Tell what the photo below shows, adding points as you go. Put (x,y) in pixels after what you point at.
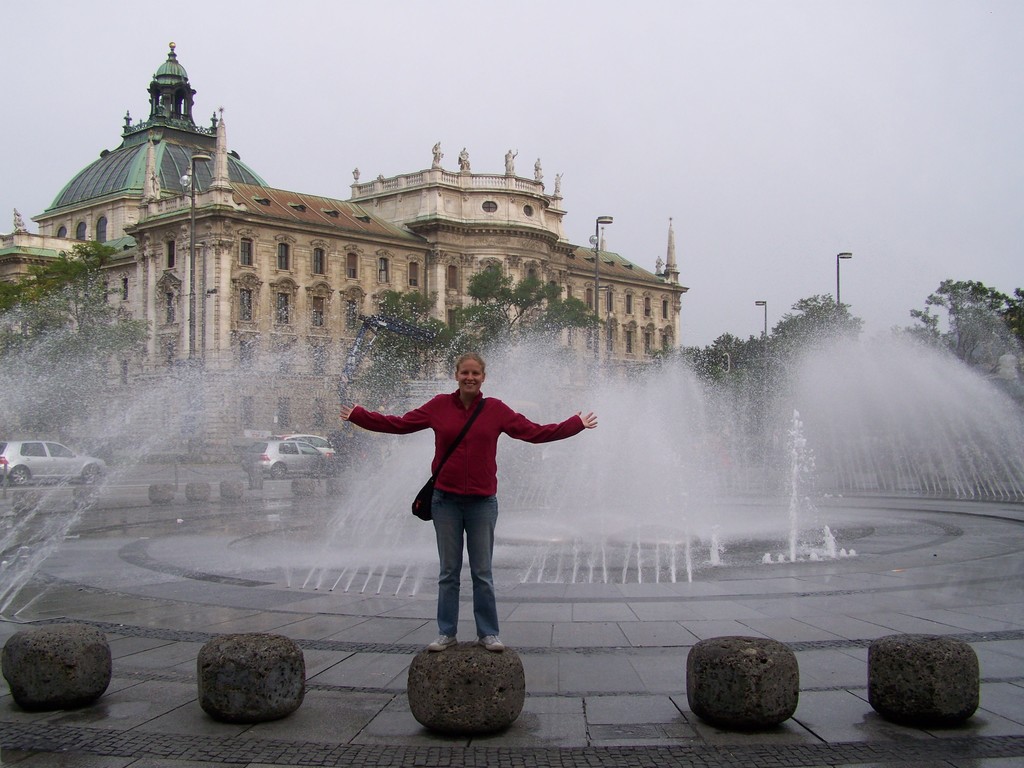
In this picture I can see a person (490,439) standing on the stone (498,676). I can see the fountain (516,499). I can see the building (362,209) in the background (379,220). I can see vehicles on the road (270,486). I can see light pole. I can see trees (781,337). I can see clouds (731,133) in the sky (732,123).
